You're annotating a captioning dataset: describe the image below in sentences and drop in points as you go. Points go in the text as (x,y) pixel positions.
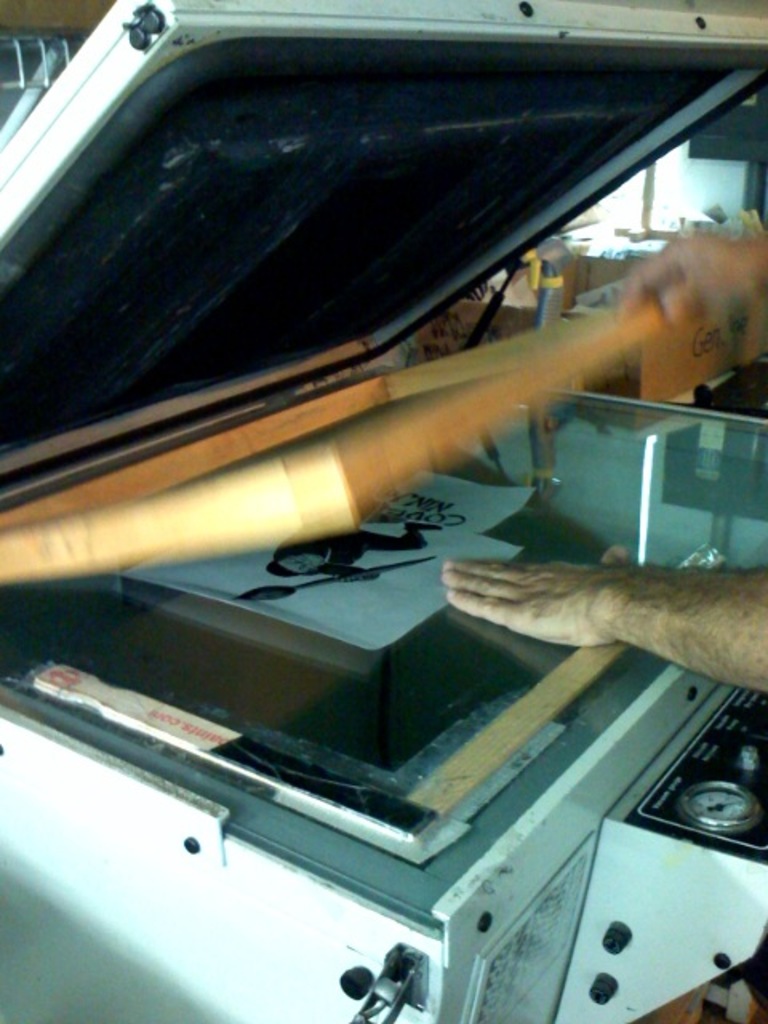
In this image, we can see an exposure unit (565,467) and there is a person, some papers (416,552) with text (408,513) and a sketch (331,567) of a person (313,563). There are some other objects (526,274).
